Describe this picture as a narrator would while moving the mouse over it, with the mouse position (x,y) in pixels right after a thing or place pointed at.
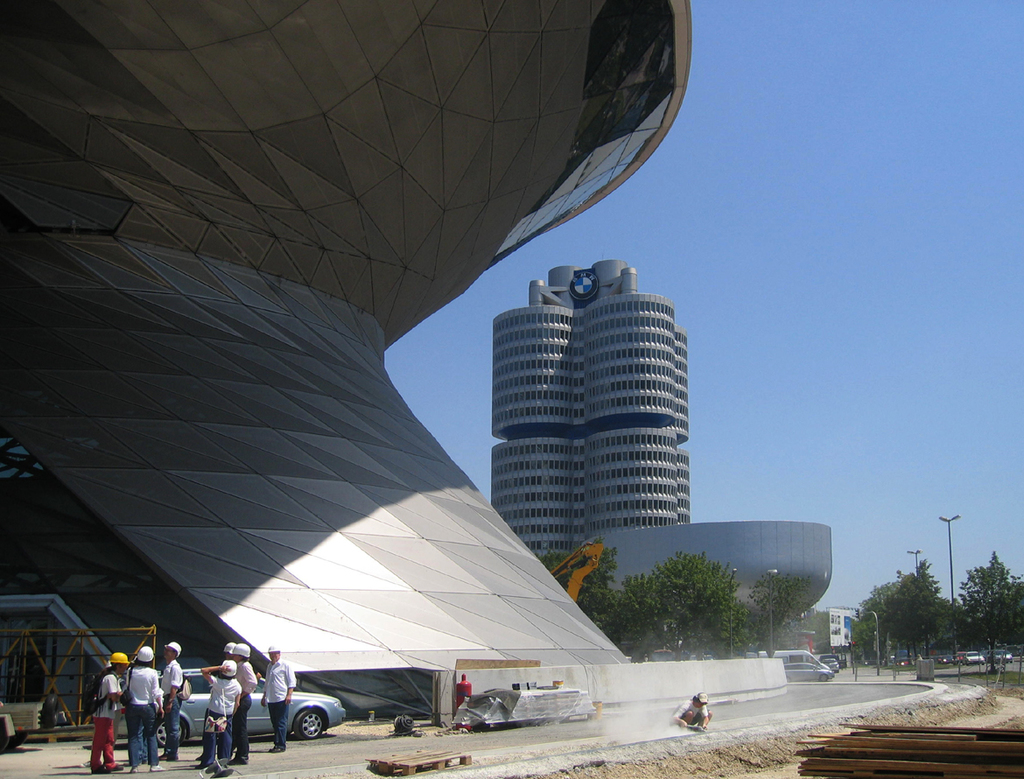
In the foreground of the picture (225,673) there are people (119,685), soil (660,770) and some wooden objects (988,778). In the center of the picture (573,473) there are buildings (677,532), trees (937,599), cars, poles (915,581), street light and other objects (594,566). Sky (879,98) is sunny.
